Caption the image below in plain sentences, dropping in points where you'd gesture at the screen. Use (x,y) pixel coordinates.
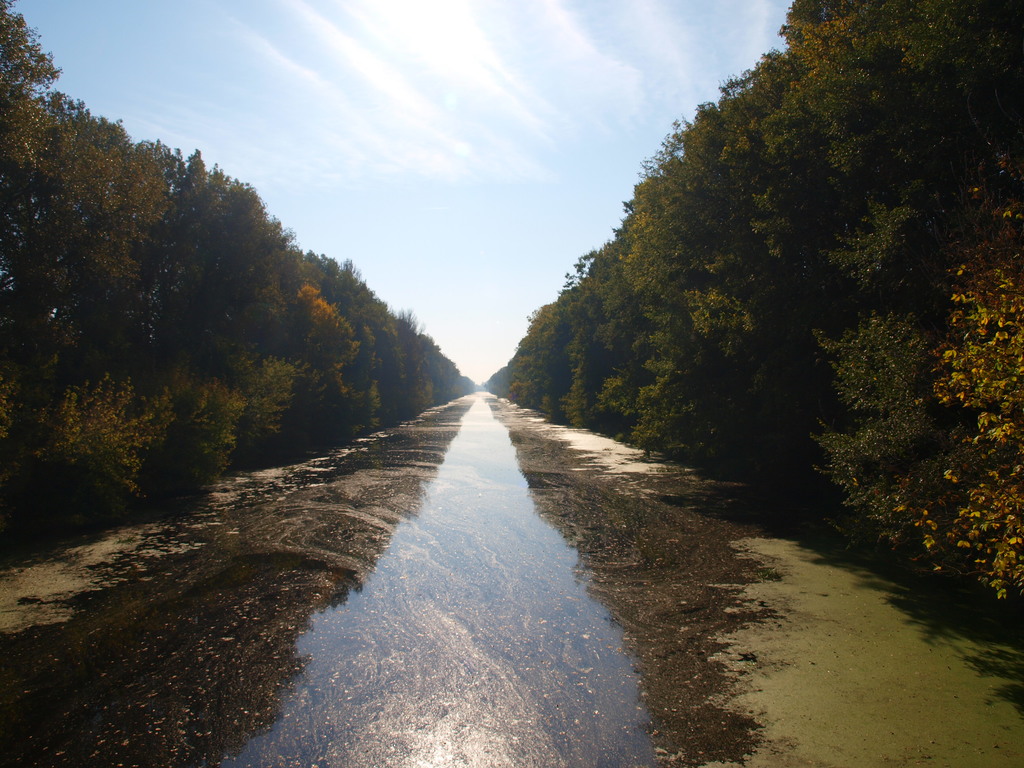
In the picture I can see the water (467,654) and trees (576,416). In the background (447,161) I can see the sky (512,223).
